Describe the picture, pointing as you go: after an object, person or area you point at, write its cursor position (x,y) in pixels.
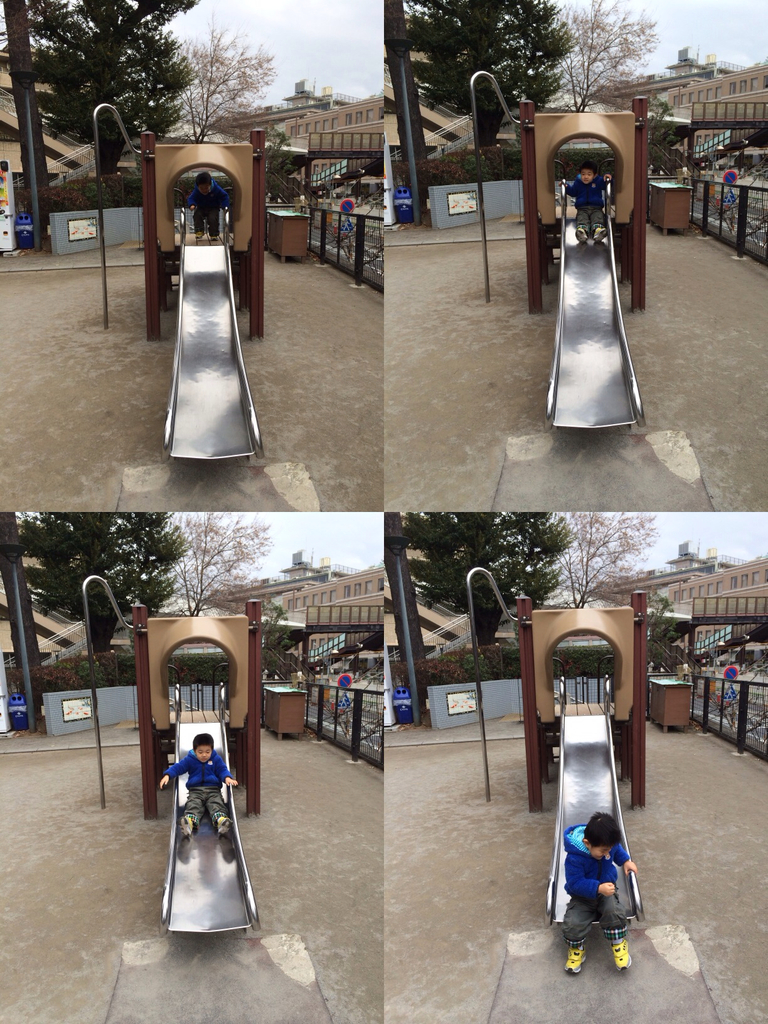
This is the collage where we can see a boy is on the slide (206,325). Behind so many trees (170,84) and buildings (310,118) are there.
